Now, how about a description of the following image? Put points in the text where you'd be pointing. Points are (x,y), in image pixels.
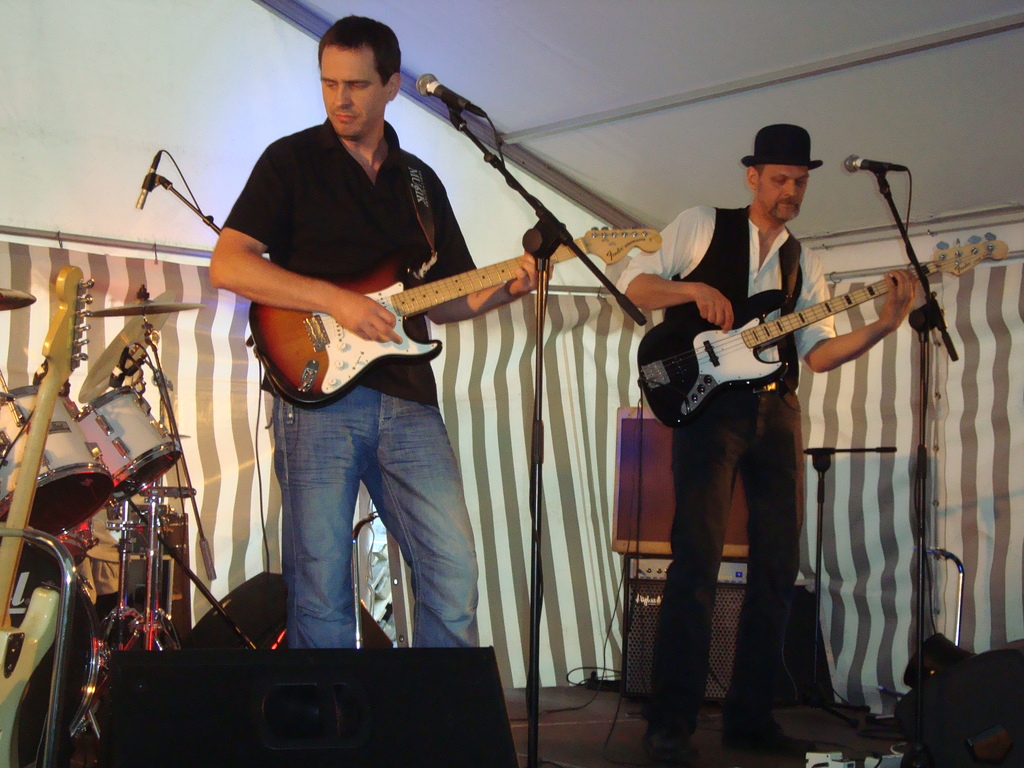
Here is a man (324,632) who is standing on the left side (301,436). He is holding a guitar (500,270) in his hand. There is a man (788,124) on the right (833,299) and he is also holding a guitar (937,265) in his hand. In the background (159,466) we can observe a drum instrument (142,344) on the left side (143,412).
